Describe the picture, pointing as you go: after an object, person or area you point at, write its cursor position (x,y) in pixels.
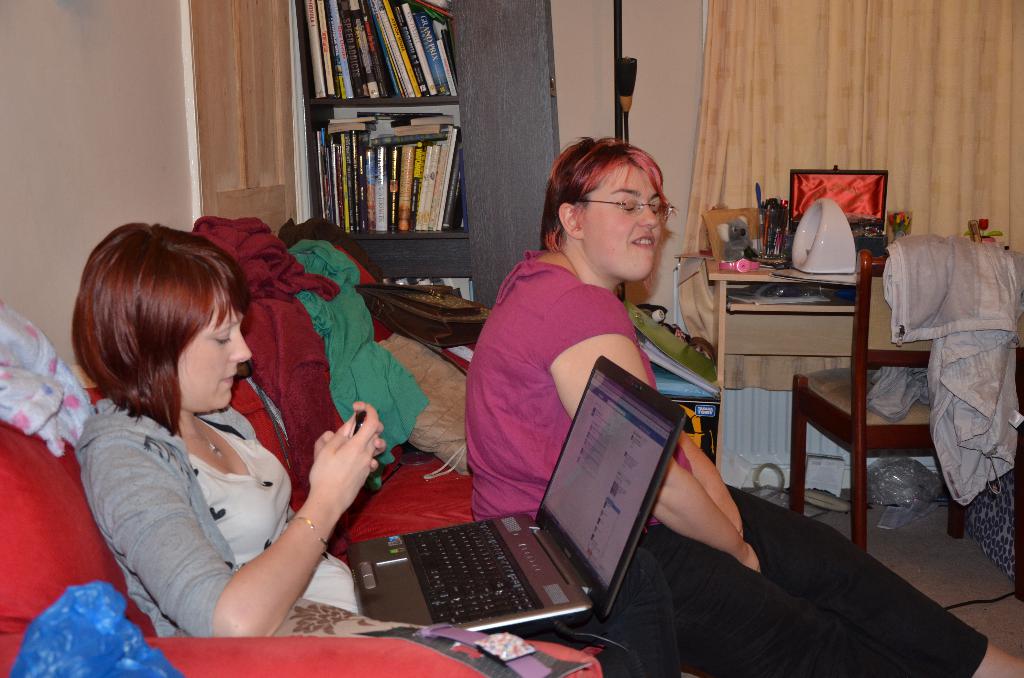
2 people (841,613) are sitting in a room (77,260). There is a laptop (470,606), clothes (292,263), books (343,156) in the shelves (489,226), a table (726,278), a chair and curtains (813,99) at the back (842,110).
